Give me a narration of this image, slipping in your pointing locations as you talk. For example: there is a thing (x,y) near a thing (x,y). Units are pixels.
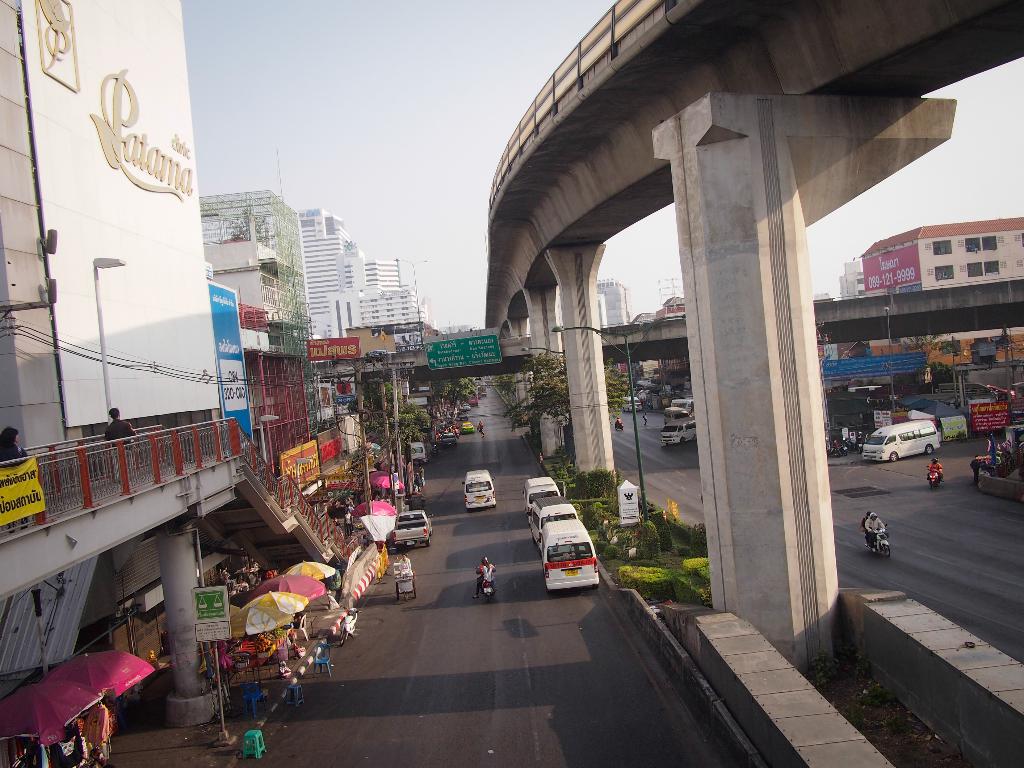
In this image, there are a few buildings (386,305), poles (358,407), umbrellas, vehicles (428,540), people (120,426), boards (207,625) with text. We can see the ground (540,736). We can see some grass (662,554), plants (588,510) and trees (552,400). We can also see the railing (293,498) and the bridge (586,219). We can also see some signboards (854,369) and the sky (443,191).
